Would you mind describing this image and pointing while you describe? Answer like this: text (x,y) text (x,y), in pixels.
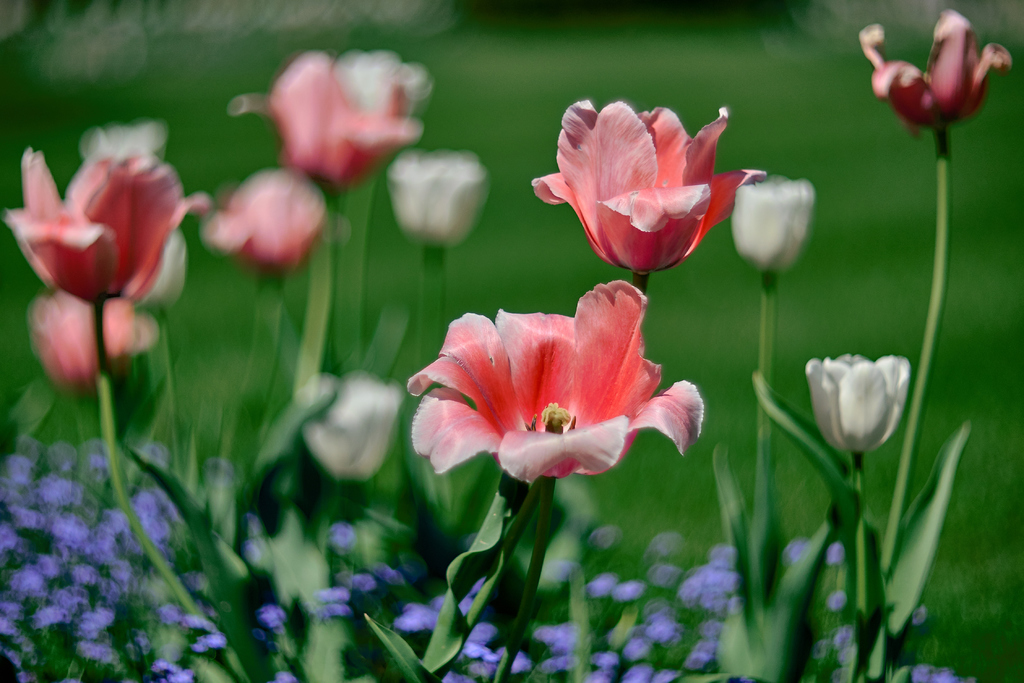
In this image in the foreground (947,150) there are some plants (327,495) and flowers (461,457), in the background (866,212) there is grass (970,335).
